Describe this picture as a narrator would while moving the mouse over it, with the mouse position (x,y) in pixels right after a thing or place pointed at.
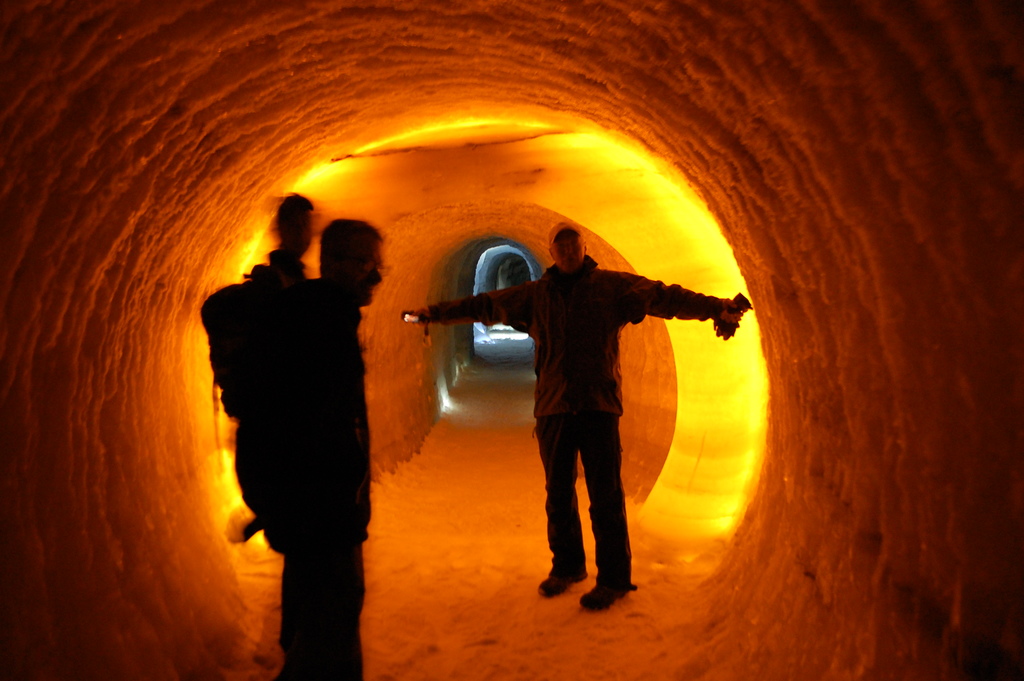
In this image there are three people (282,473) standing under the cave (526,547) where we can see there is some yellow light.
